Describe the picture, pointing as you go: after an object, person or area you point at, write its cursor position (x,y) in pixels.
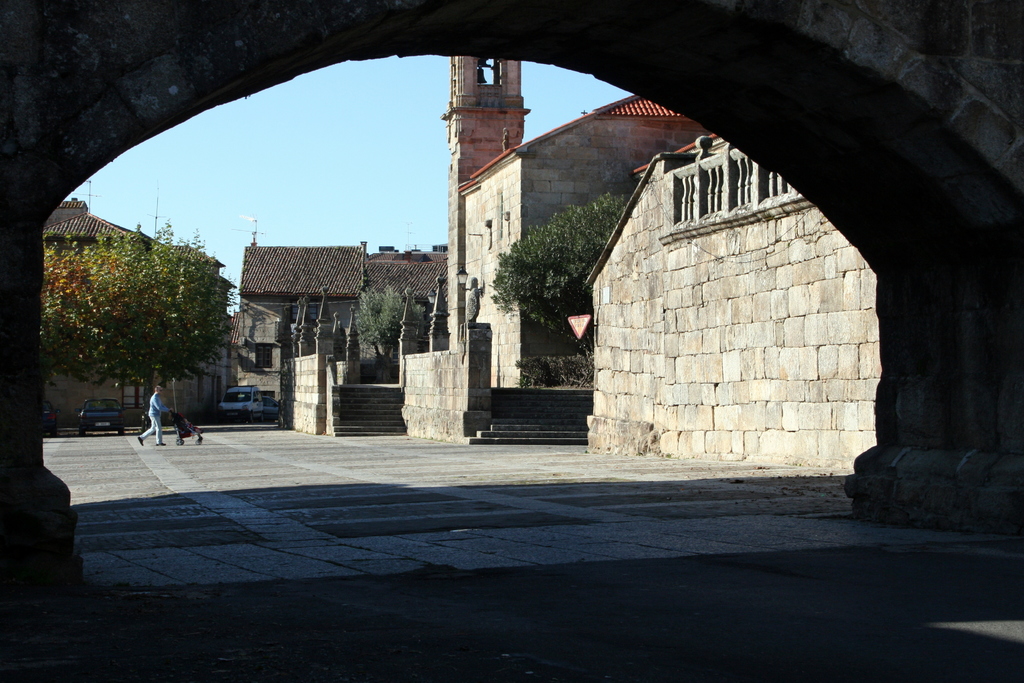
In the image there is an arch (21,208). Behind the arch (993,301) there are building (483,275) with walls (469,278), roofs (640,111) and pillars (341,338). And also there are steps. There are few vehicles (223,409) on the floor (209,428). There is a man (160,427) walking and holding the stroller (198,439) in his hand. And in the background (334,167) there are trees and also there is sky (305,125).
